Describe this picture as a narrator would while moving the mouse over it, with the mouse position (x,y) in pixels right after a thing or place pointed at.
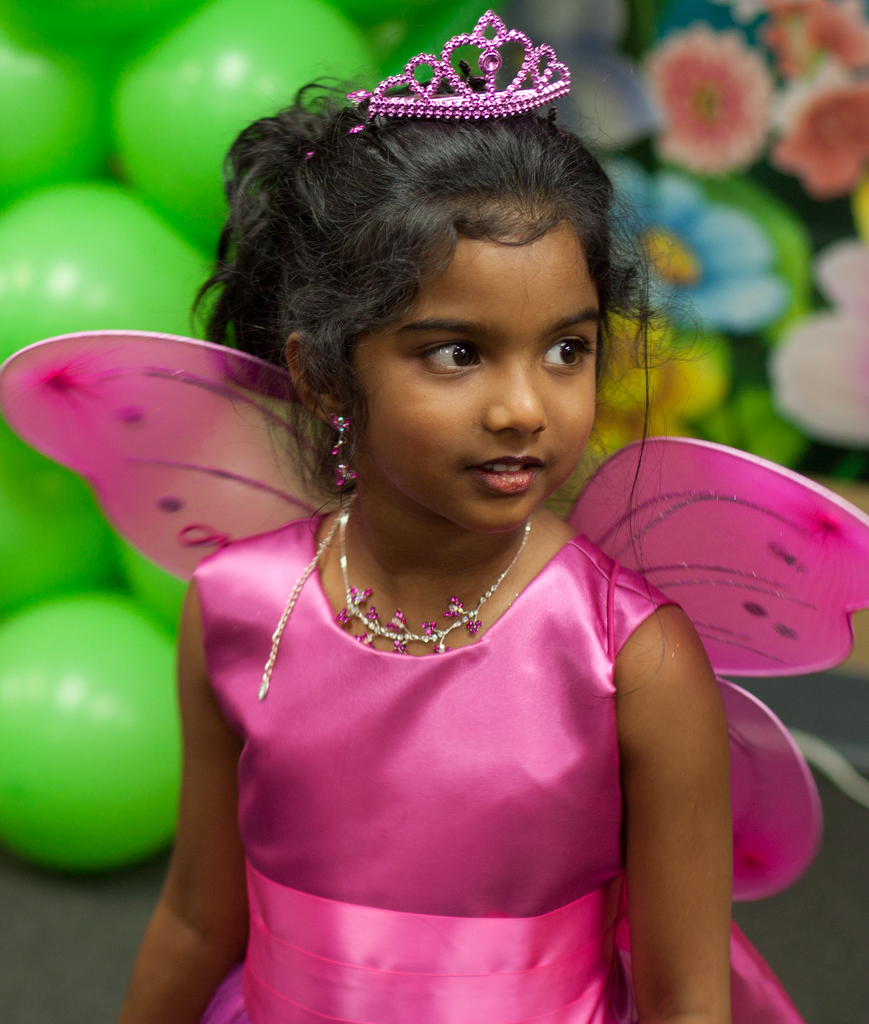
In this image we can see there is a person (373,669) standing. And there is a tiara (492,88) on her head (458,160). At the back (139,774) there are balloons (204,261) and few objects (718,308) which looks like a flower (739,257).
